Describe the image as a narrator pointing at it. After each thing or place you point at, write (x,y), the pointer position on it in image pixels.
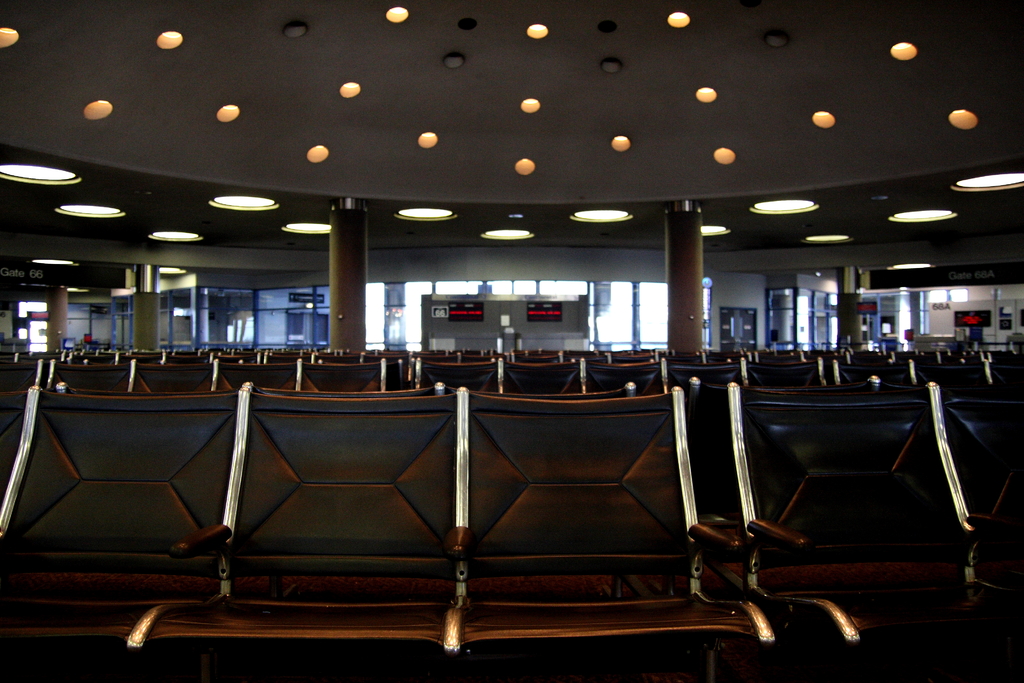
In this image we can see a group of empty chairs (466,437). On the backside (336,329) we can see some pillars (358,304), boards (468,310), windows (408,319), a wall (436,331) and a roof (528,112) with some ceiling lights (525,99).
